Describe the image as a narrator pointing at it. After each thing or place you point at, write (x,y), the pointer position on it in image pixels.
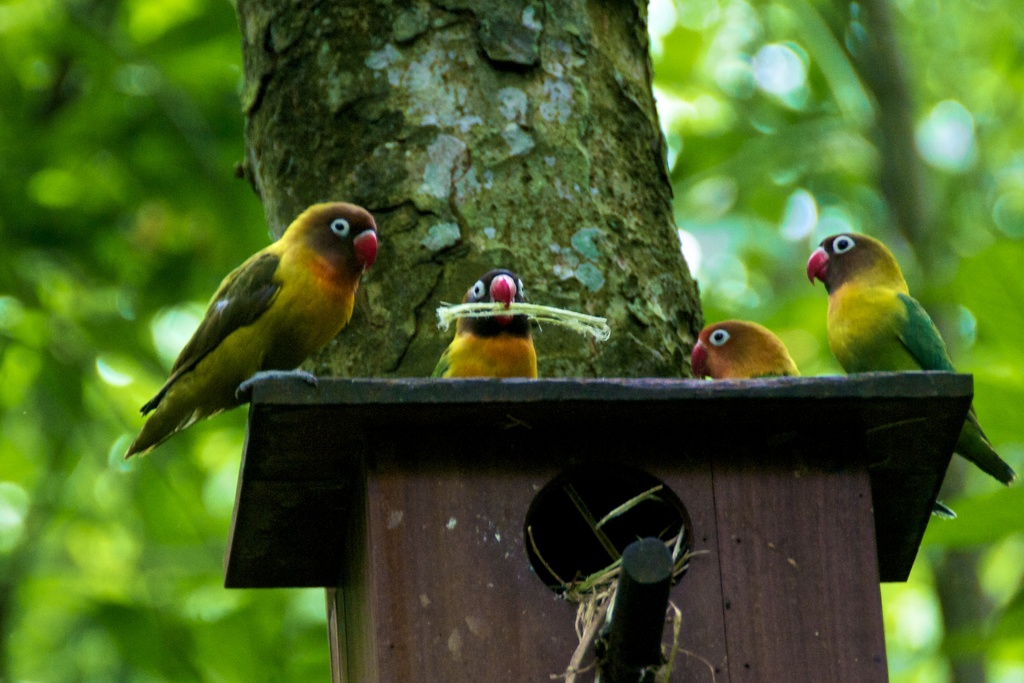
In the foreground of this image (503,366), there are four parrots (467,344) on a bird house (408,539). Behind it there is a tree trunk (440,149) and greenery (131,187) in the background (114,189).
